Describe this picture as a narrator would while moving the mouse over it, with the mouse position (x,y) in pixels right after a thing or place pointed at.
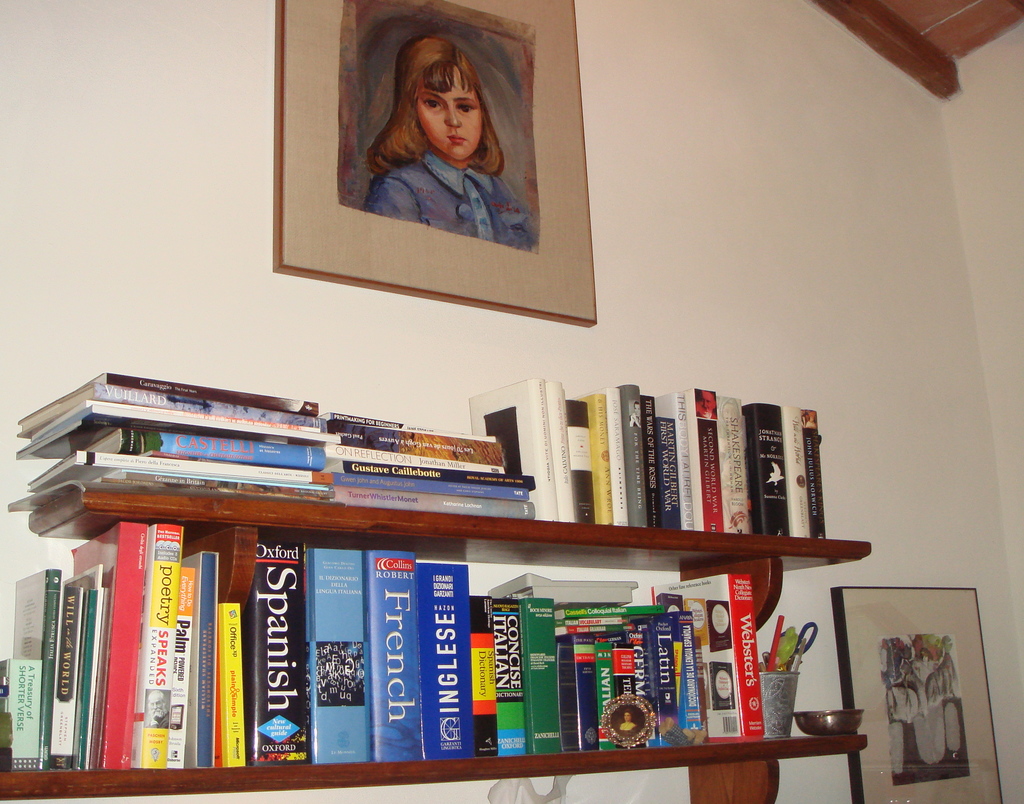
In this image I can see few books (533,689) in the racks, background (306,135) I can see few frames (427,148) attached to the wall (158,118) and the wall (648,300) is in white color.
